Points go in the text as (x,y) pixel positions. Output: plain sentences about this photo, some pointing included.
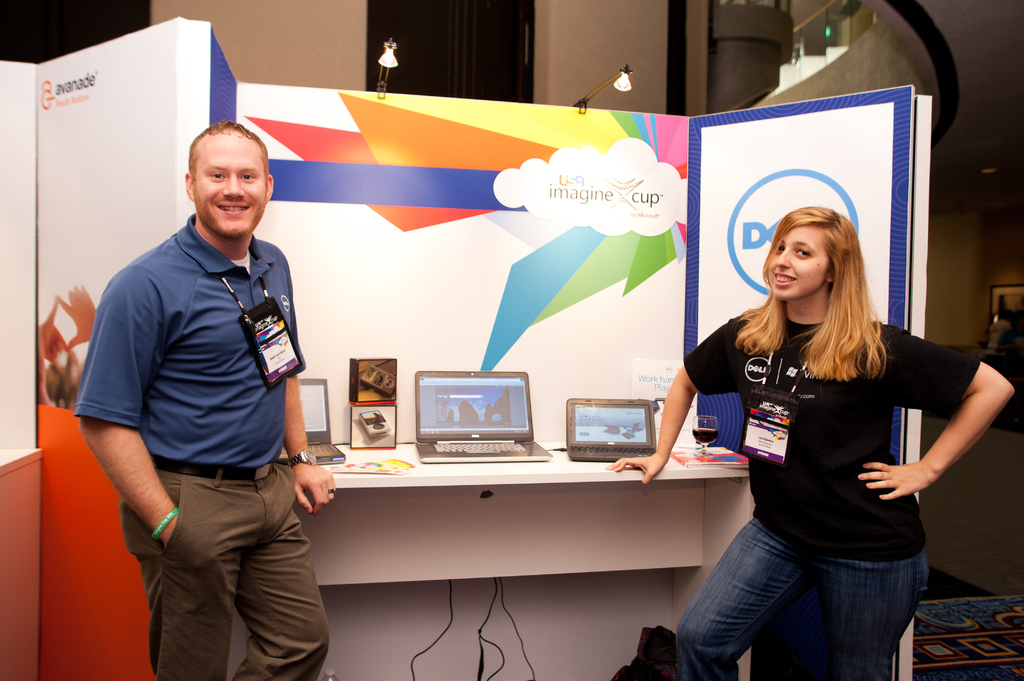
In this image we can see a man (244,401) and a woman (787,459) wearing the identity cards (266,371) and standing and smiling. In the background (486,407) we can see the laptops (505,408) on the counter (426,472). We can also see a glass of drink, text board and a book (680,453). There is a hoarding (387,153) with text (609,180). We can also see the lights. Floor (986,589) is also visible in this image.
